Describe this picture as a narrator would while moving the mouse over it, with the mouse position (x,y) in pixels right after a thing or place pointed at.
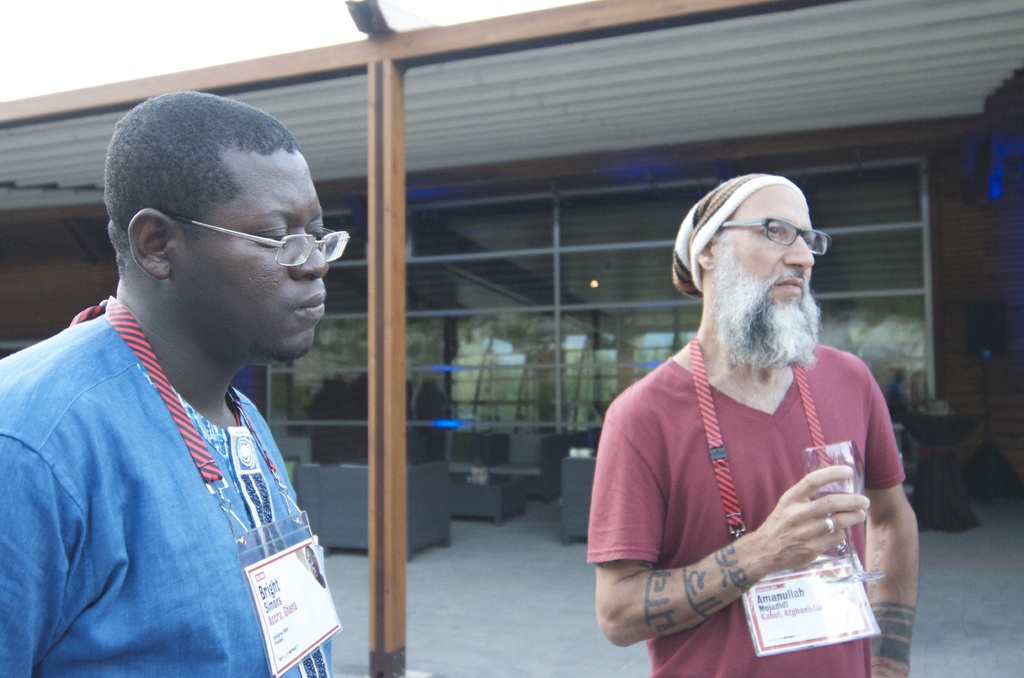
In this image I can see two people (601,499) with blue and maroon color dresses (243,511). I can see these people (185,509) with identification cards (816,638). I can see one person (773,532) holding the glass (829,465). In the background (566,334) I can see the shed (408,318). I can see the couches (419,524) and the light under the shed (381,542). I can also see the sky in the back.
